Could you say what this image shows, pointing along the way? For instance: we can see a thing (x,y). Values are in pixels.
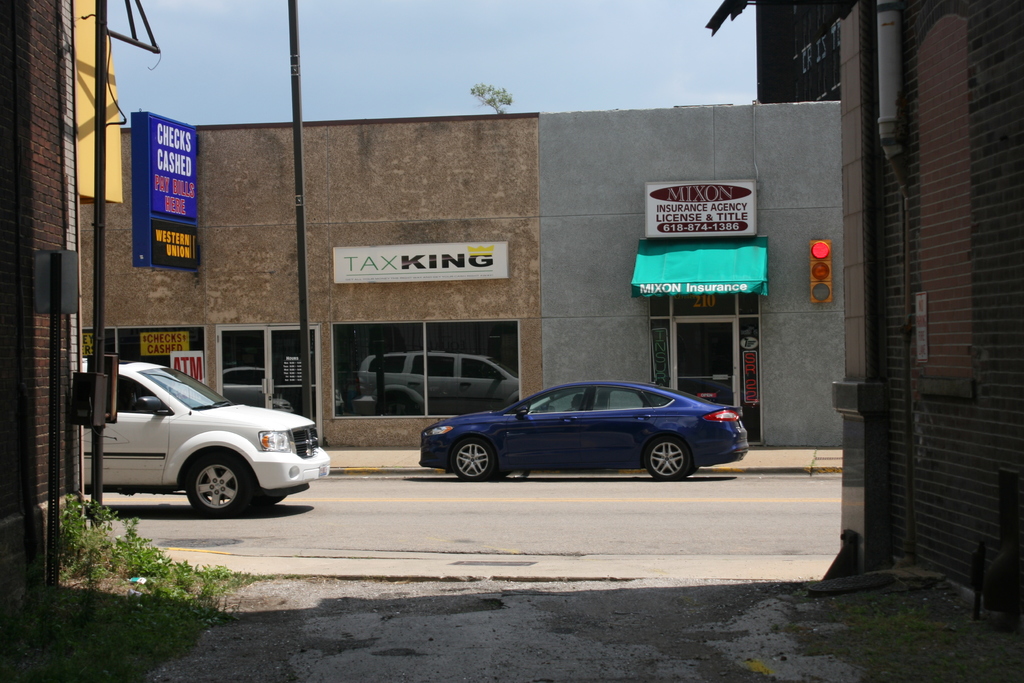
In this image I can see road (219,536), few vehicles (222,498), buildings (425,233), few boards (120,158) and on these boards (747,213) I can see something is written. I can also see the sky (630,65) in background (614,26) and here I can see signal lights (812,270).
